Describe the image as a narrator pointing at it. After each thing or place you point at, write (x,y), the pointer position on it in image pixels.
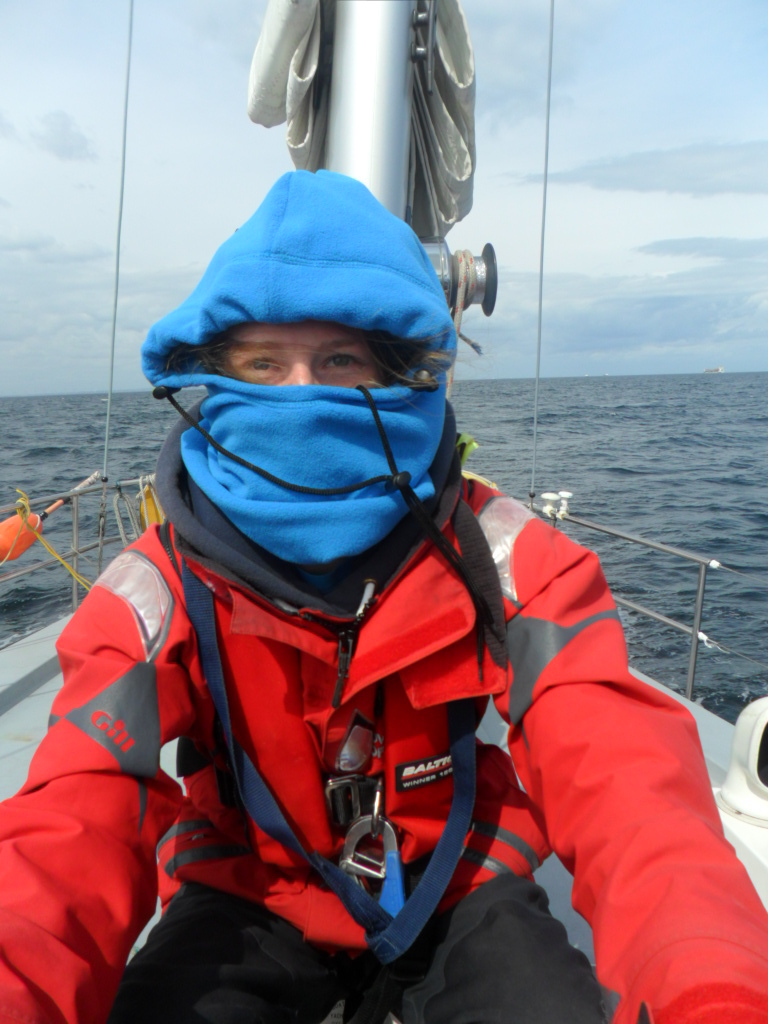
This picture describe about a women (320,876) wearing a red color jacket (233,707) covering her face (256,374) with blue cloth (337,416) sitting in the ship (295,136). Behind we can see silver pole (398,141) with curtain (441,141). In the background (569,440) we can see blue sea water (684,440).
